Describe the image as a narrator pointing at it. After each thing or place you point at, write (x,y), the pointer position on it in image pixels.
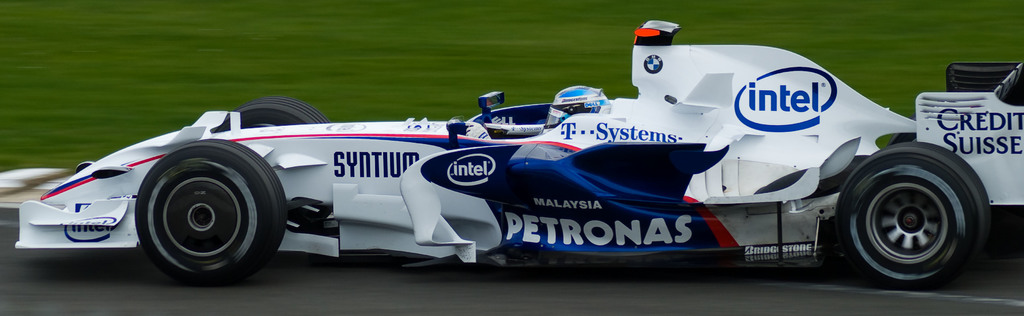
In this image, we can see a car (497,217). There is a person (576,103) in the middle of the image (553,115).
